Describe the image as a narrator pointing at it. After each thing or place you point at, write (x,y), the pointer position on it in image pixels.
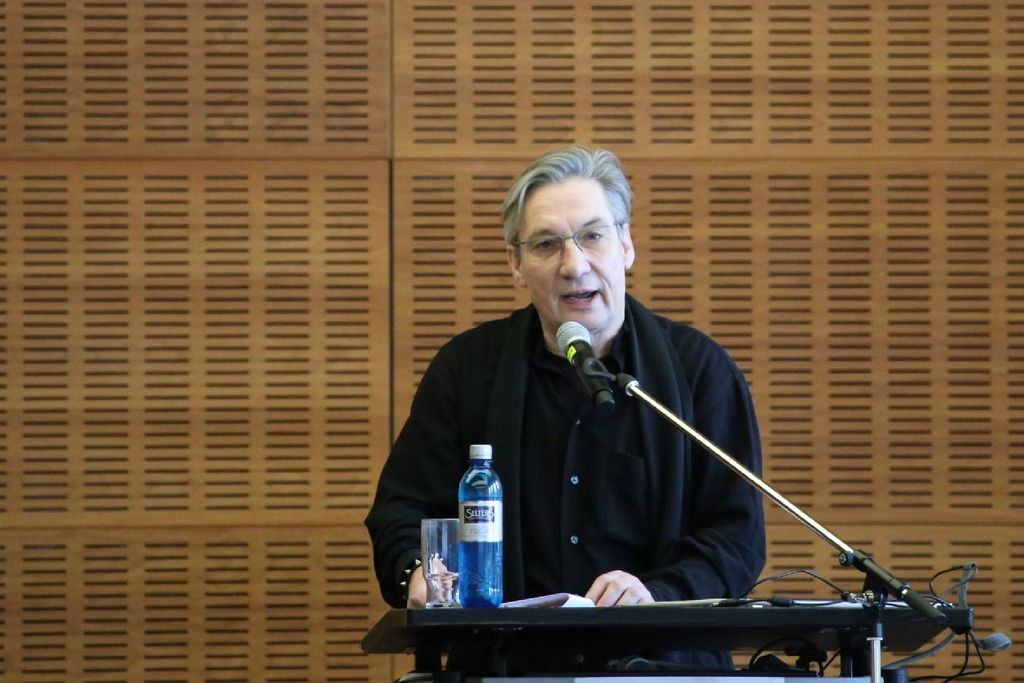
In the center of the image (484,387) there is a person (453,389) standing at lectern (622,641) with mic (577,365). On the lectern (951,625) we can see papers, bottle (484,581) and glass (446,571). In the background (397,183) there is a wall (887,206).
